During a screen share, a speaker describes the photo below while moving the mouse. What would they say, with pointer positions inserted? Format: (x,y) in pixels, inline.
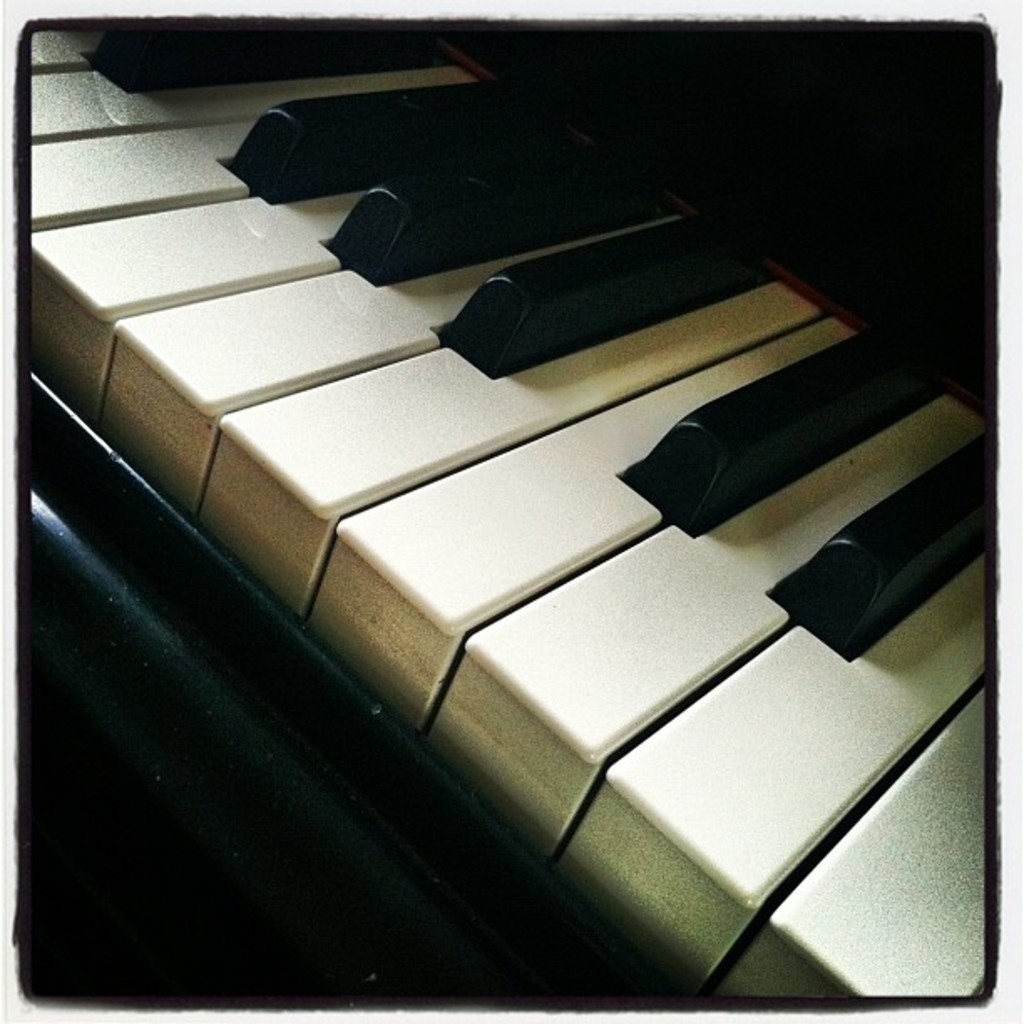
In this image there is a piano keyboard (772,839) which is having black and white colored keys (436,506).
